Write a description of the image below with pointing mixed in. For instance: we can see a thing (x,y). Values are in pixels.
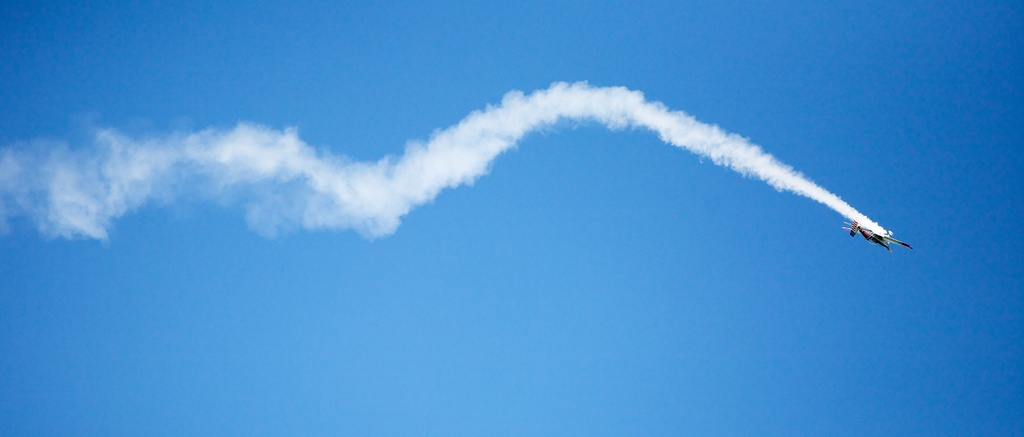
In this image I can see an aircraft (889,240) which is in the air. And I can see the white color smoke (794,181) to an aircraft (875,233). In the back (448,97) I can see the blue sky (236,296).
